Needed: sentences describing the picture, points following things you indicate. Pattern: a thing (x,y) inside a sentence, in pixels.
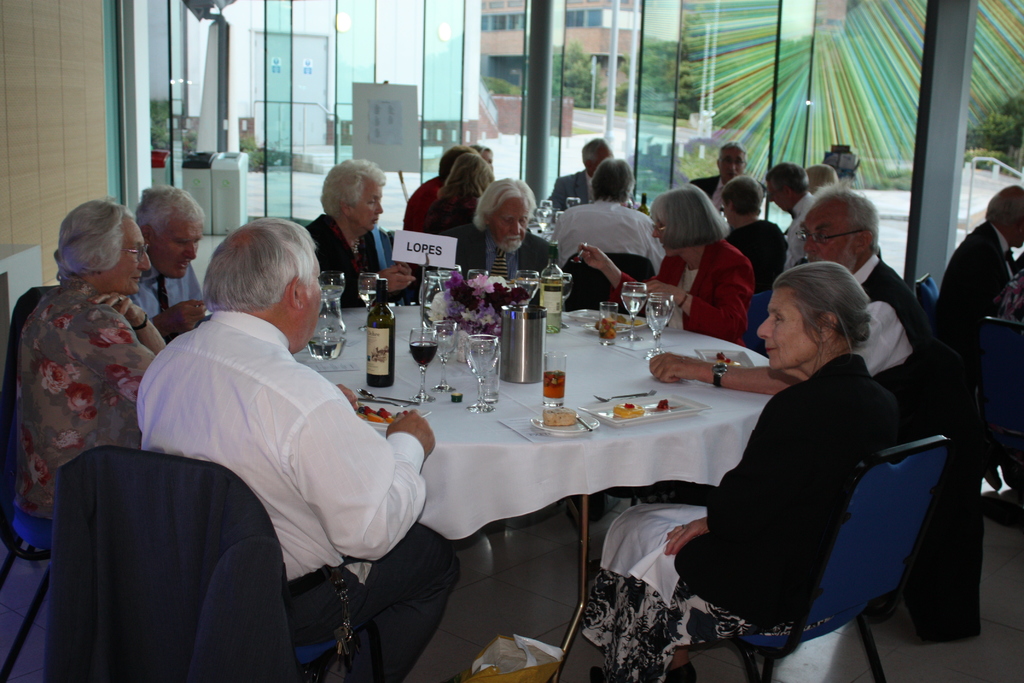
In this picture there are group of people (681,267) sitting on the chair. There is a glass (414,352), bottle (382,357), spoon (640,393), food (616,410) in the plate (552,430). There is a jug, flowers (497,310), name plate (433,259), stand (421,300) on the table (584,397). There is a building (600,68), pole (631,103), plant (584,76) at the background (584,76).
